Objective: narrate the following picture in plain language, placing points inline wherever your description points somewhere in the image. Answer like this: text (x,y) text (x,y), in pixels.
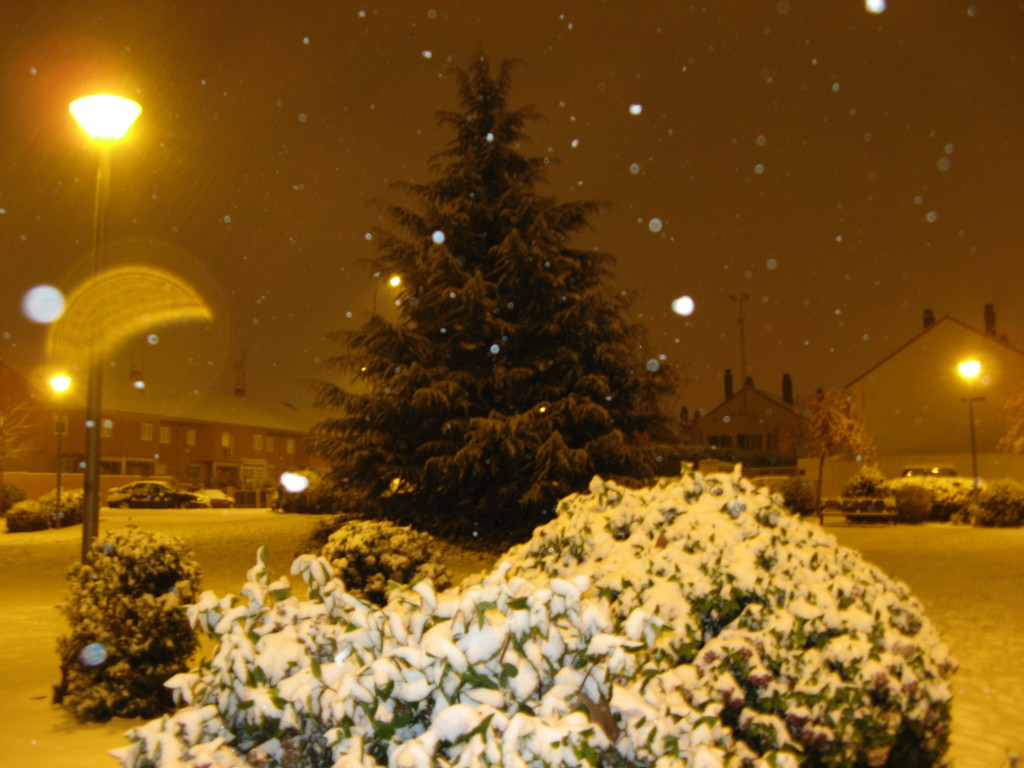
In front of the image there are bushes (372,585) covered with snow (443,653), behind the bushes (385,521) there are lamp posts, trees (380,497) and buildings (115,448), in front of the buildings (280,470) there are a few cars (165,506) parked and there is snow (253,517) on the surface (268,526).
